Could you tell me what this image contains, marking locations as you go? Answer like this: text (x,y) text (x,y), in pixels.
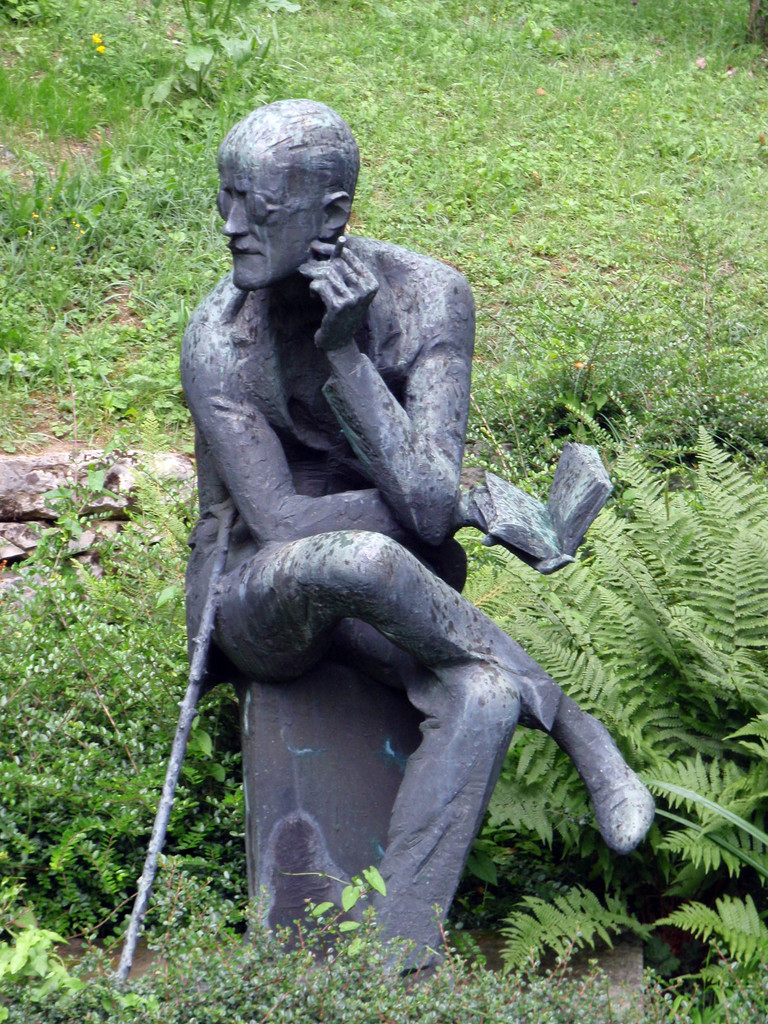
There is a person's statue (423,519), sitting on a pole (323,678), holding a book (538,561) with one hand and an object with other hand (342,257) on the ground (115,962), near plants (598,662). And there is a stick (138,918) leaning on his leg (222,595). In the background (148,432), there is grass (600,130) and there are plants (208,67).
